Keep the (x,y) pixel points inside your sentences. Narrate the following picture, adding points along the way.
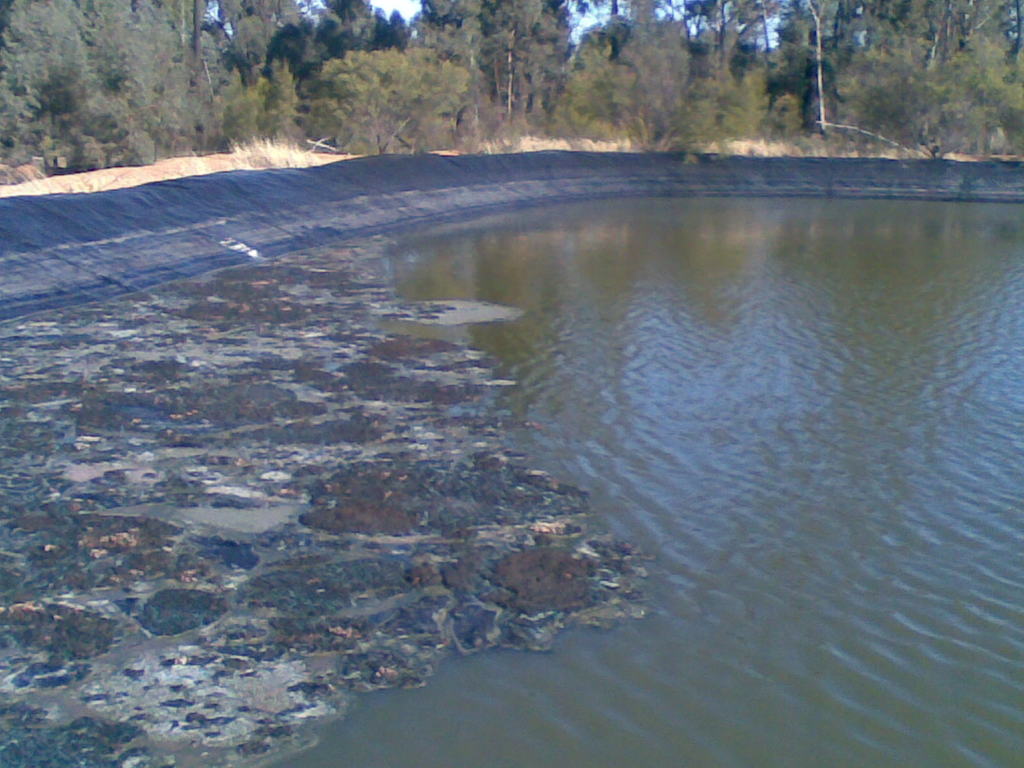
In this picture, we can see water (641,443) and some layer (453,406) on the water (322,496), we can see the ground (926,179) with trees (291,128), grass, plants (702,90) and the sky (572,32).
